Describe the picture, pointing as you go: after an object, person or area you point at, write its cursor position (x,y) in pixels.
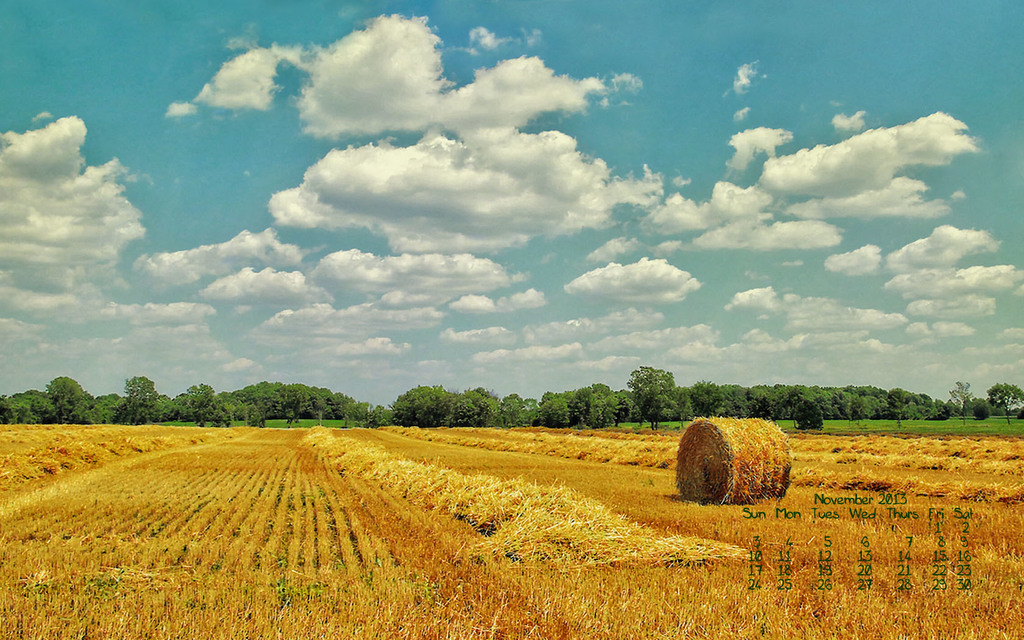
In this picture there are trees (395,425). At the top (231,108) there is sky (255,123) and there are clouds (408,207). At the bottom (515,506) there is grass (415,437) and there is a dried grass roll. On the right side of the image (773,571) there is text (965,508) and there are numbers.
